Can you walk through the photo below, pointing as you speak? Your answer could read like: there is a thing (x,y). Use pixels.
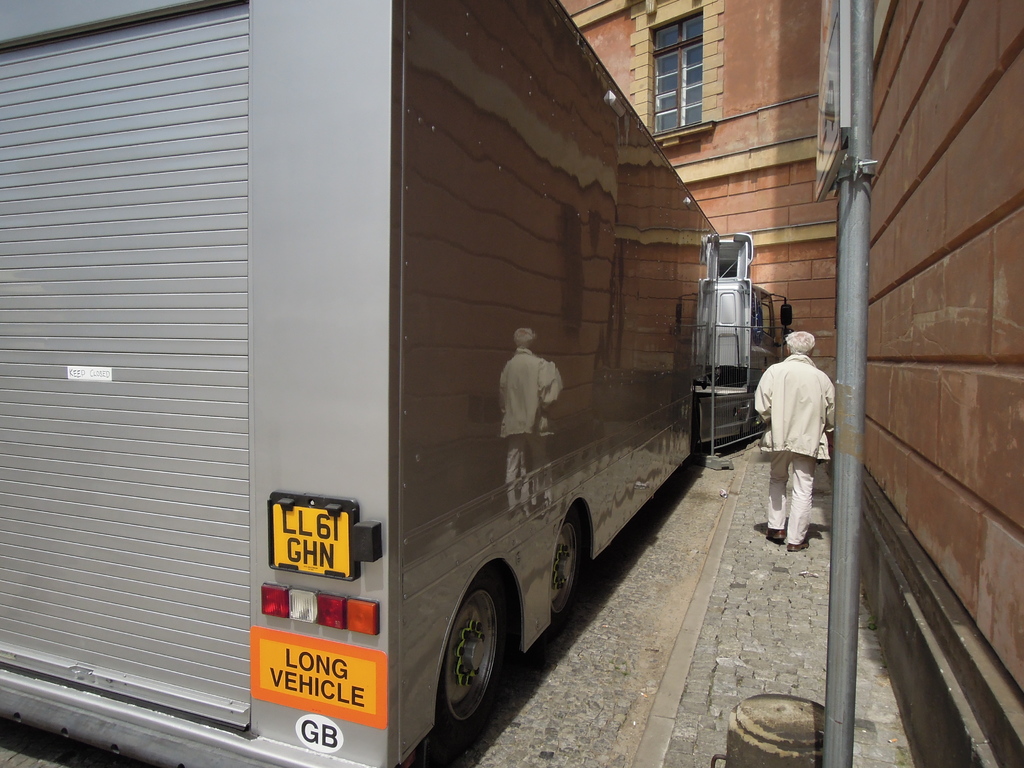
In this image there is a long vehicle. Beside the vehicle (747,374) there is a person (802,371) and a pole (853,68). To that pole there is a board (822,83). In the background (811,44) there is a building (812,126).
